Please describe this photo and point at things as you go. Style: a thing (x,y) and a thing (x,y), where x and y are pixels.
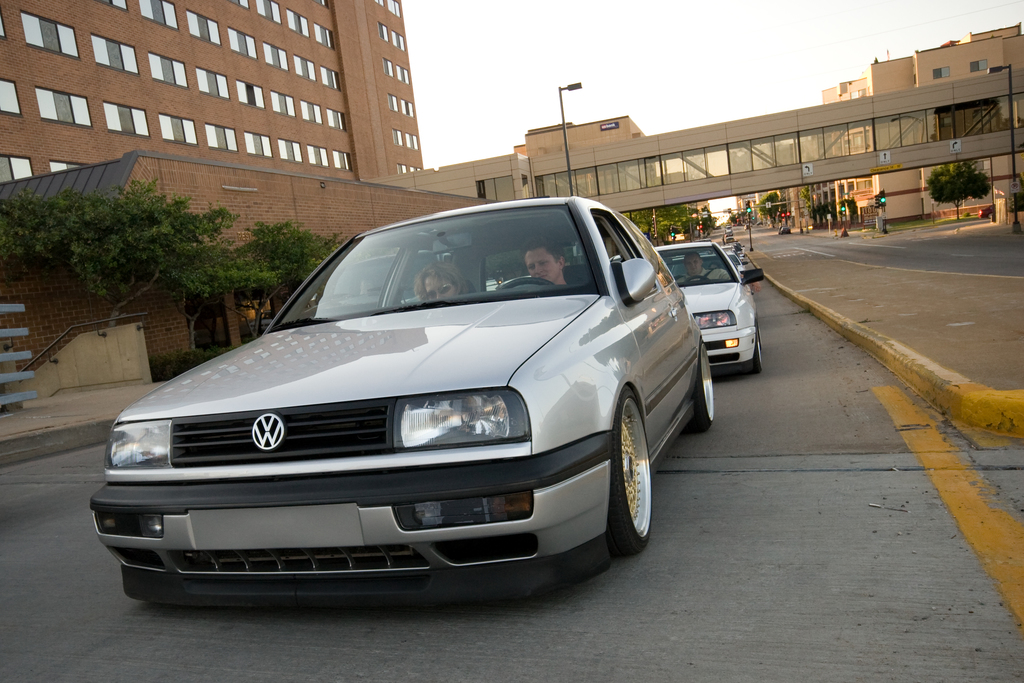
In this picture there are cars (599,355) in the center of the image (610,340) in series and there are buildings (1007,36), trees (145,231), and a bridge (812,130) in the background area of the image (650,167) and there is another building (367,204) on the left side of the image (271,183), there are traffic poles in the image.
